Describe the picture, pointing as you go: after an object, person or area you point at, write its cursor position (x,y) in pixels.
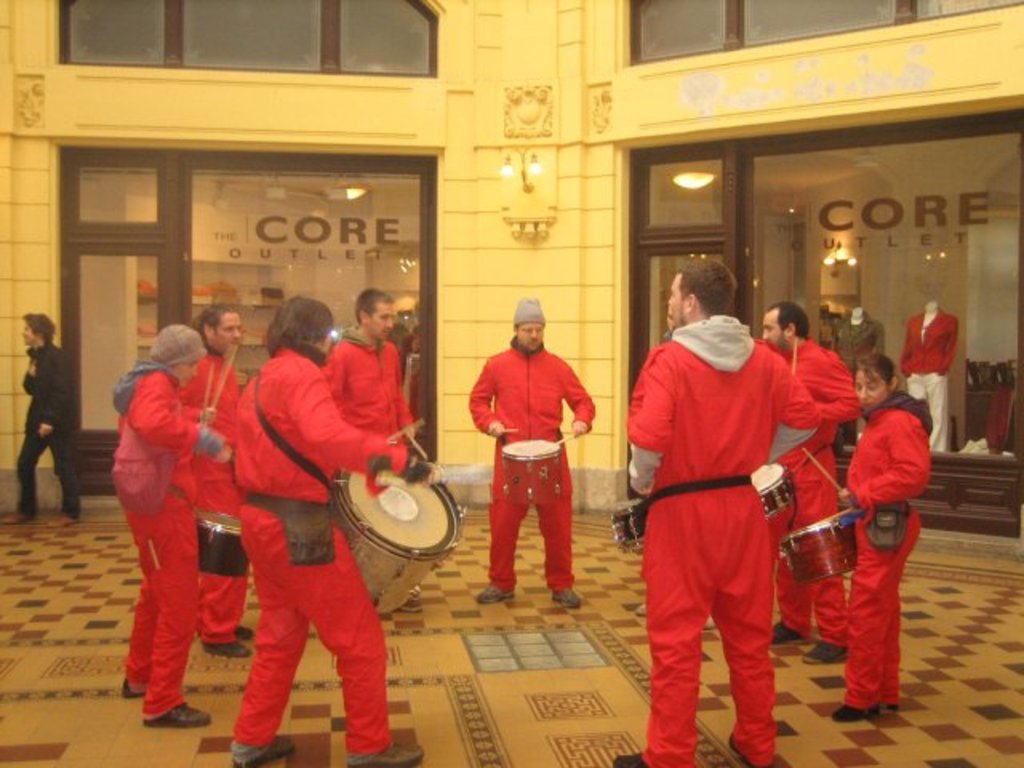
In the picture we can see a same colored dress man (523,382) standing around and playing a musical instruments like drums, in the background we can see a man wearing a black dress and walking behind him there is a wall (598,273) of a glass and yellow wall (492,304).
